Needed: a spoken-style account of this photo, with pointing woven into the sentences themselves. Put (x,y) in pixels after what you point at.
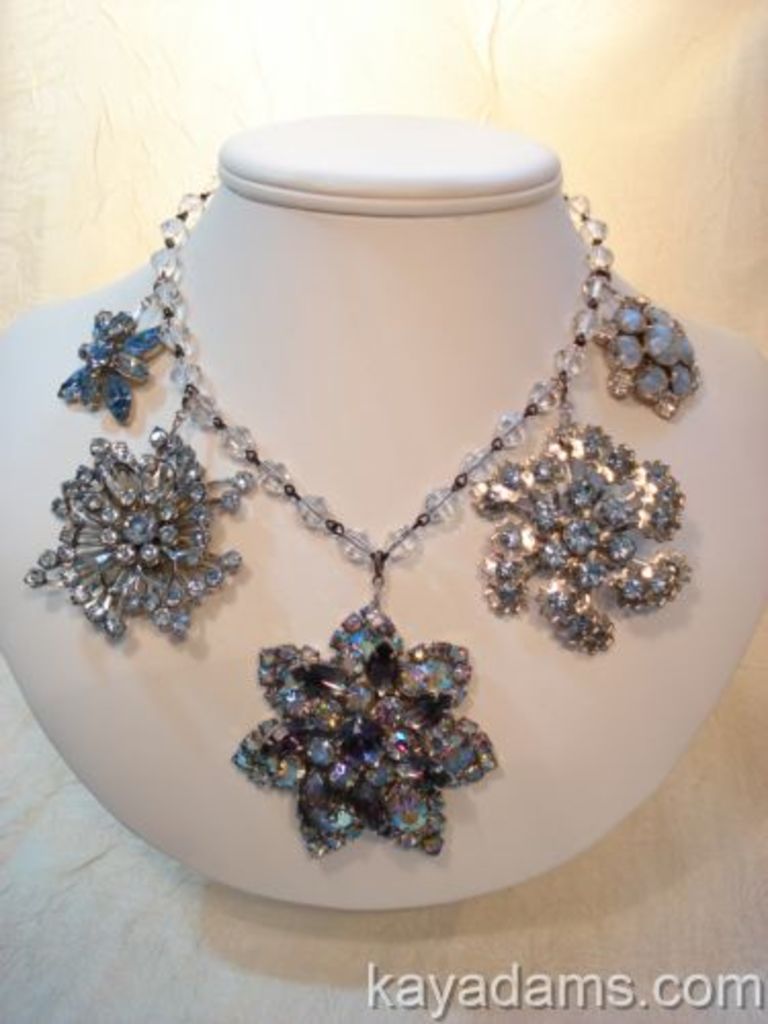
In this image there is a necklace (612,632) on the mannequin neck (572,744), and a watermark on the image.
